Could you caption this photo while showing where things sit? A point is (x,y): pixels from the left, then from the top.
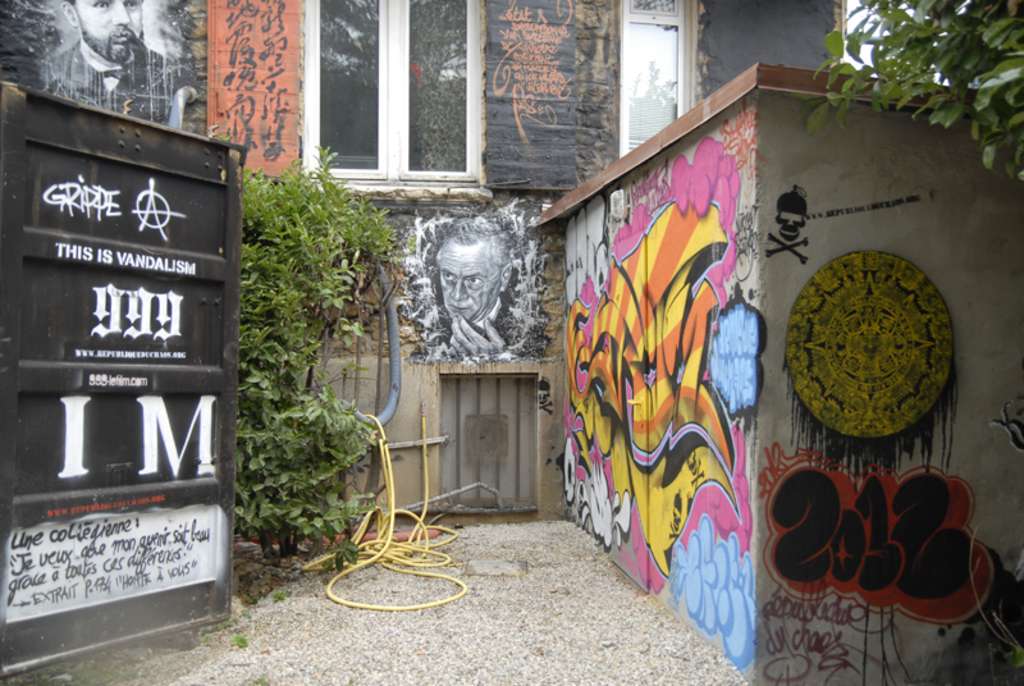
In this image we can see walls (238,70) on which pictures (255,76) are painted, gate (204,204), plant (285,410), pipeline (383,549) and ground (403,634).
